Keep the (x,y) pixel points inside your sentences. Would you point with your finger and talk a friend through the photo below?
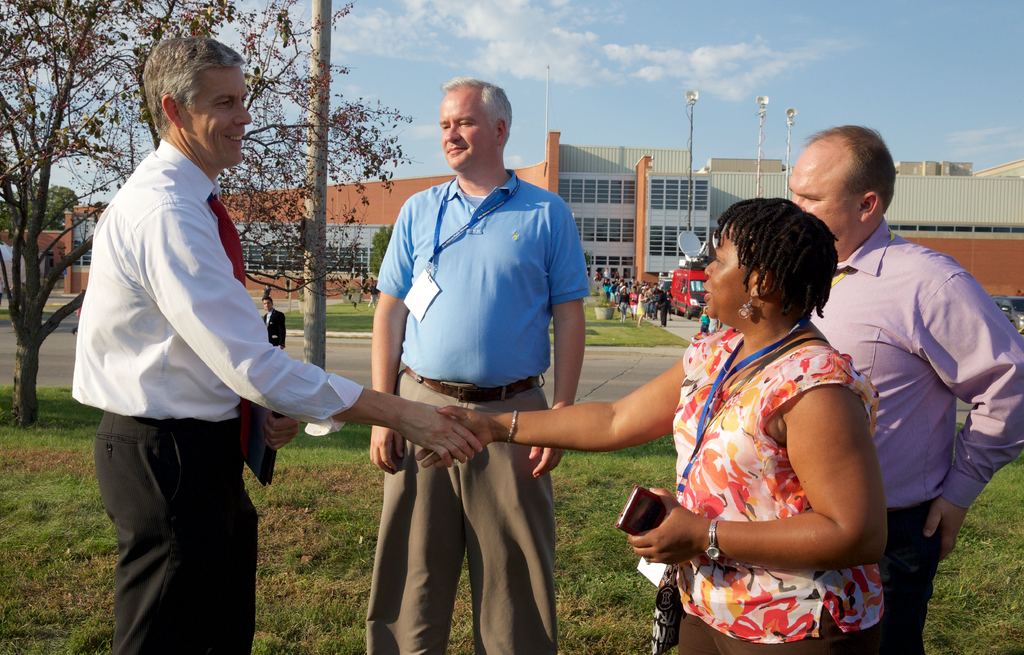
In This image there are three men (482,255) and a woman (661,428) standing on a ground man (382,425) and woman (474,418) are shaking hands (416,431), in the background (346,365) there is a road (626,368) on that road (355,356) there are people (632,302) standing and there is a building (639,199) on the left side (81,144) there is a tree (29,172).
